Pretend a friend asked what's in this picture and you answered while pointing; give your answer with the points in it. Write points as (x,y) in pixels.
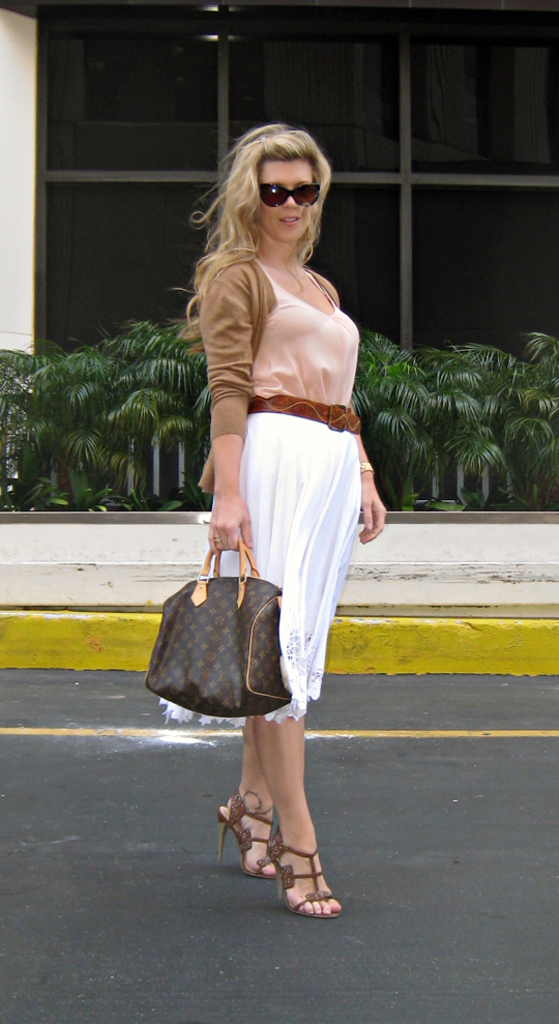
This picture shows a woman (279,797) standing on the road (135,786), holding a bag (221,592) in her hand (232,549) and wearing a spectacles (287,191). In the background (410,416) there are some plants (129,389) and a windows (109,164) here.
